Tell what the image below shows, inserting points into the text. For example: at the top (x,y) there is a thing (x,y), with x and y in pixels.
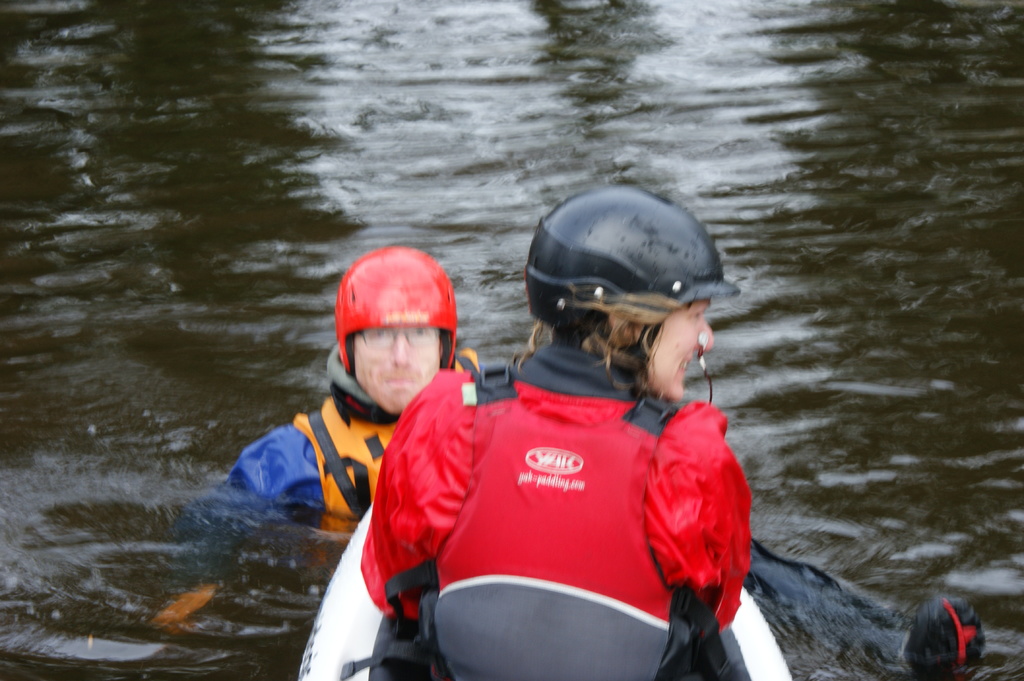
In the image we can see there are people (496,433) on the water (302,561) and they are wearing helmets (680,209). They are also wearing life jacket (365,468).
